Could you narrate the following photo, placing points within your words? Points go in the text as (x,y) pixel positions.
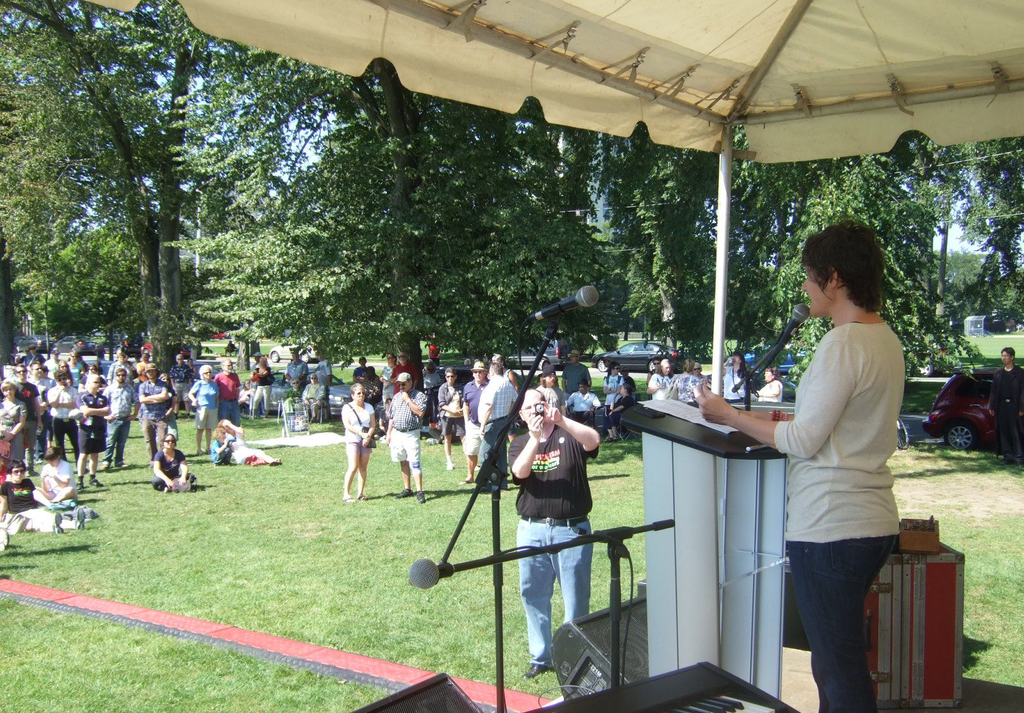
In this image I can see a person (817,434) standing, in front of the microphone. Background (34,265) I can see few other persons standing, trees (347,347) in green color and sky (310,148) in blue color.
